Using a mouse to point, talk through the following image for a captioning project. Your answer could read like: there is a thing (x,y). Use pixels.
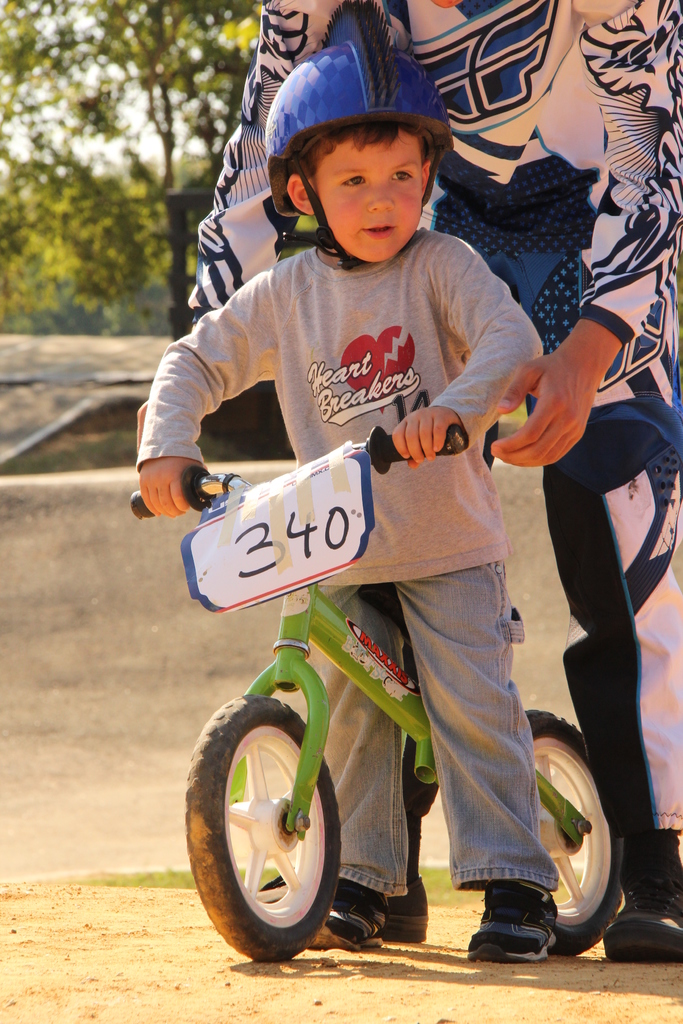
A small boy (393,375) wearing a helmet (363,100) is holding cycle (347,665). There is a number plate (270,531) on the cycle (259,538). A person (558,226) is holding the boy (435,481). In the background (146,89) there are trees (170,142).
